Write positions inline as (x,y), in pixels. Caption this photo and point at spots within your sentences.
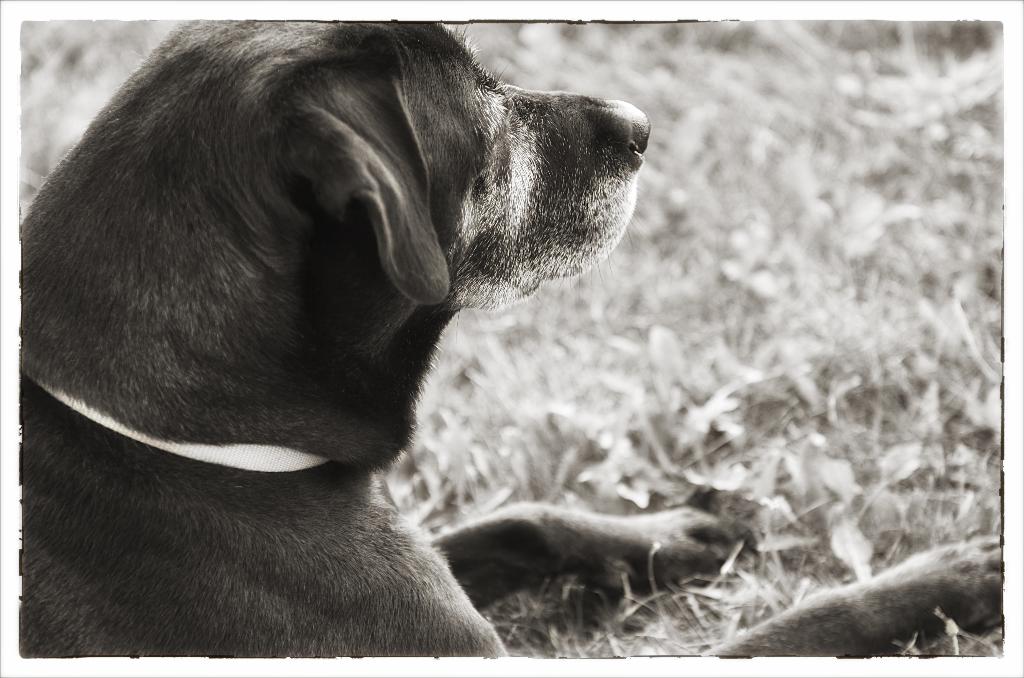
In the picture there is a dog (468,554). On the right (776,412) there is grass (792,430) and leaves (773,220). The background (62,71) is blurred.
